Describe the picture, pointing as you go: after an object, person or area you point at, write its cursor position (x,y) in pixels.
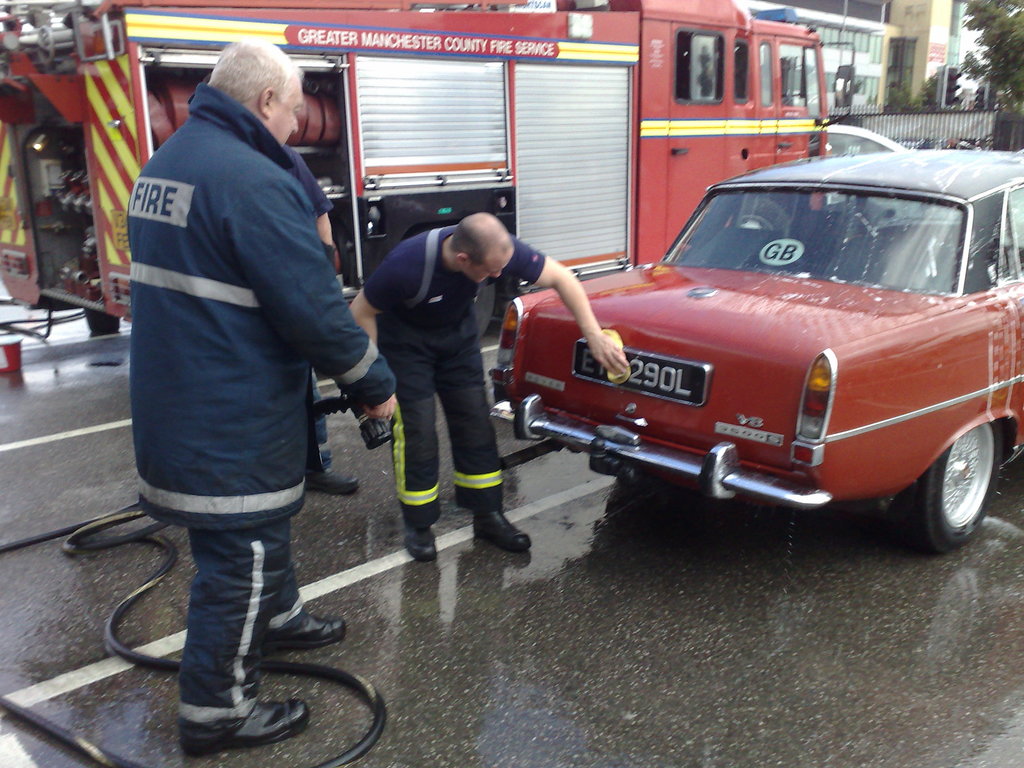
In this image I see a car (774,303) over here which is of black and red in color and I see the number plate (652,353) on which there are alphabets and numbers (643,364) and I see a fire engine (432,108) over here on which there is something written and I see 3 persons (306,268) in which this man (192,355) is holding a thing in his hands (600,359) and I see the road (19,451). In the background (919,28) I see the buildings (918,58) and the trees (983,74).
